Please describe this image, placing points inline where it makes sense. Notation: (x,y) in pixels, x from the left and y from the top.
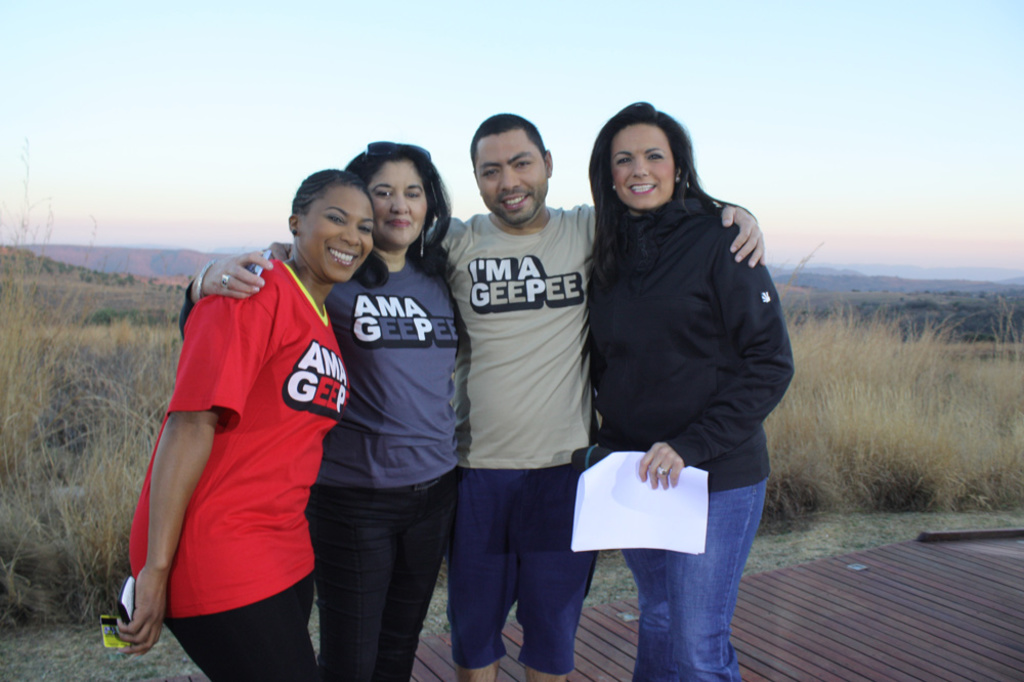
In this image we can see three women (668,254) and a man (473,429) are standing here. This woman (663,248) is holding a paper (609,514) in her hands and smiling. In the background (1000,339), we can see grass (78,353), hills (82,282) and the sky (288,96).
